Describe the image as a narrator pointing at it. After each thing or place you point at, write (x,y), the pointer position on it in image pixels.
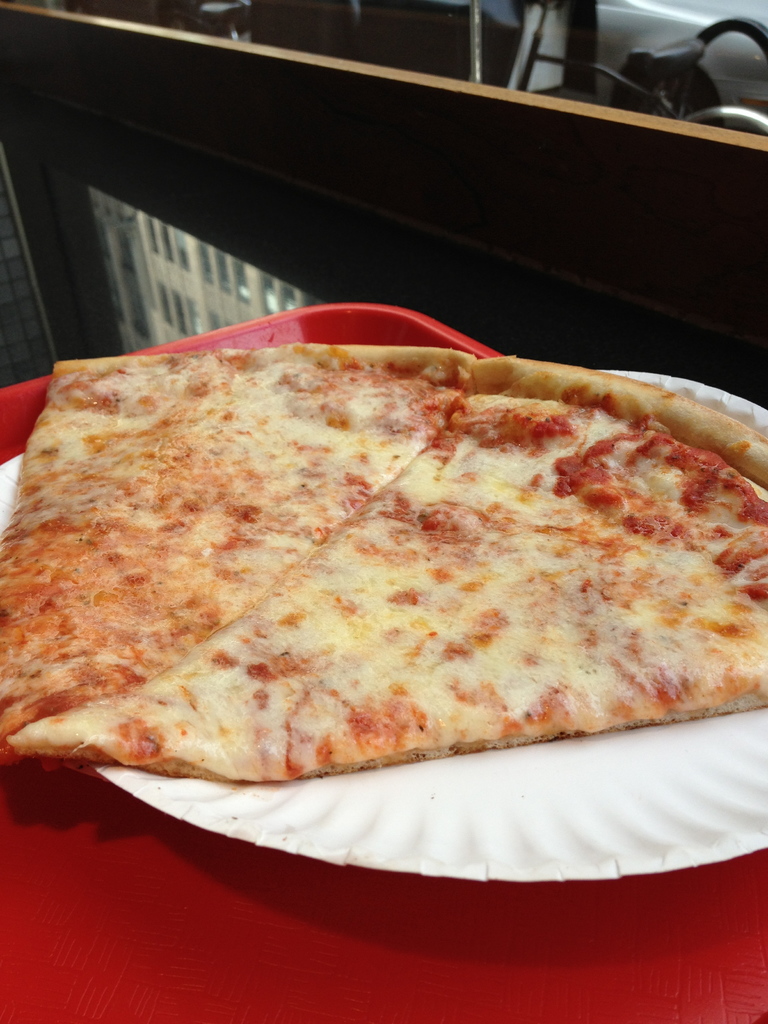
In this image there is a red color tray (277,985) having a plate (418,775) on it. On the plate (636,786) there is a pizza (637,539) on it. Behind the tray (425,913) there is a window (693,43). Behind there are few objects (710,41).
